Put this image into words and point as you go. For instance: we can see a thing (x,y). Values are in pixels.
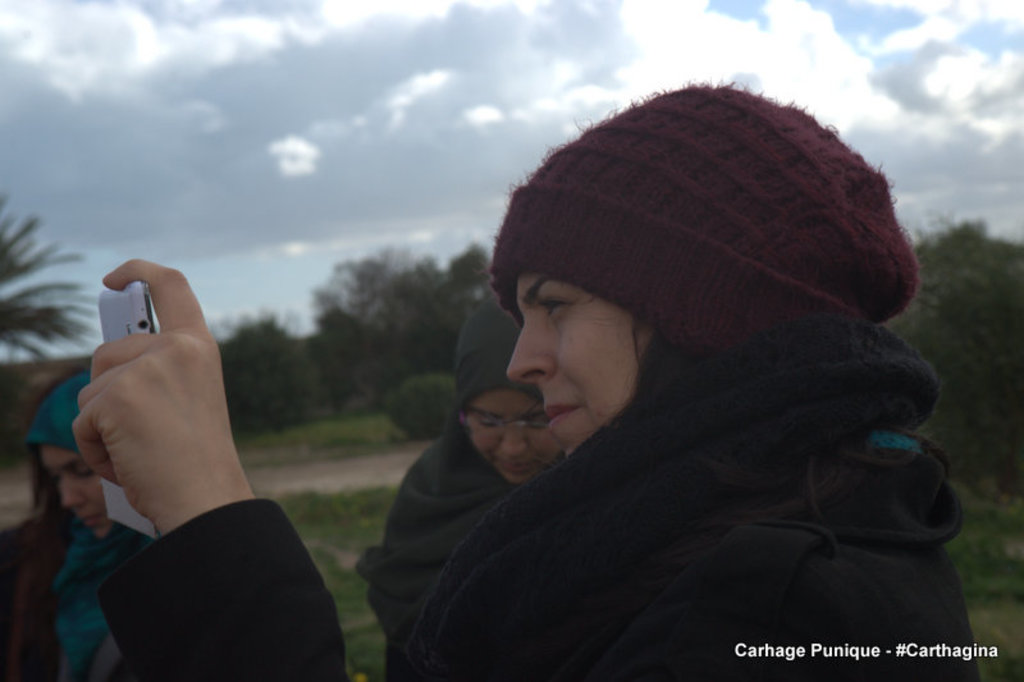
A women (686,443) wearing cap (692,340) and black clothes (615,525) she is holding a gadget (128,328) and next to her is another person (487,452) who is wearing spectacle (487,416), There are many trees (354,351) back of them and the sky (330,195) is cloudy.
